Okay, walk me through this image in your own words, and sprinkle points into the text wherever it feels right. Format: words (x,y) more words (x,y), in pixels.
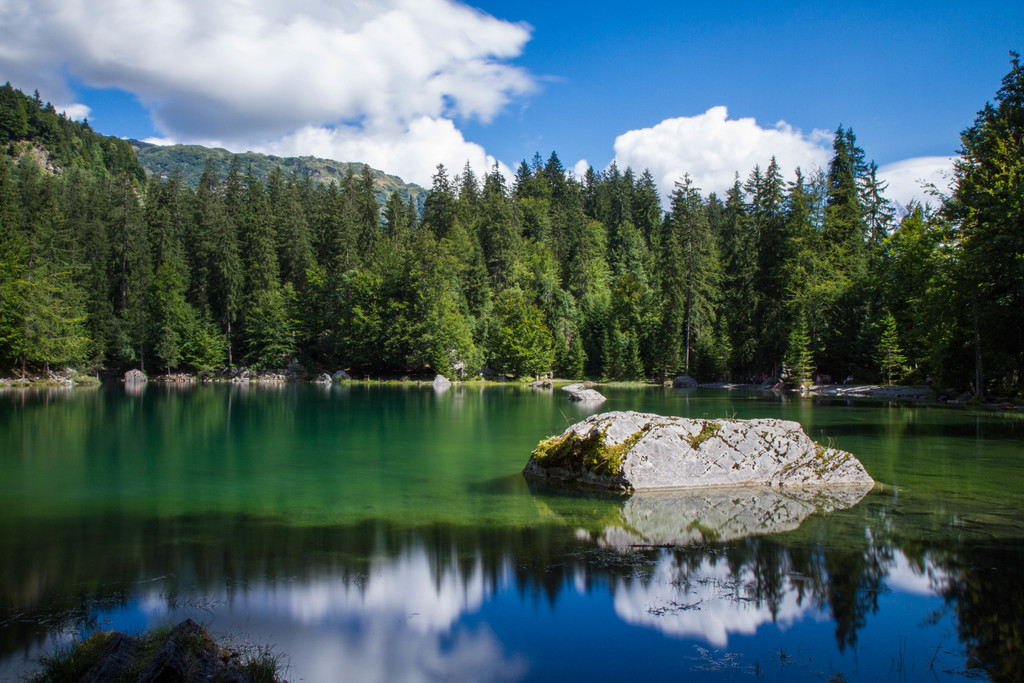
At the bottom (246,603) we can see water (580,511) and a rock (618,488) in the middle of the water (541,498). In the background (432,292) there are trees (330,229), mountain (410,192) and clouds (151,139) in the sky (251,79).
